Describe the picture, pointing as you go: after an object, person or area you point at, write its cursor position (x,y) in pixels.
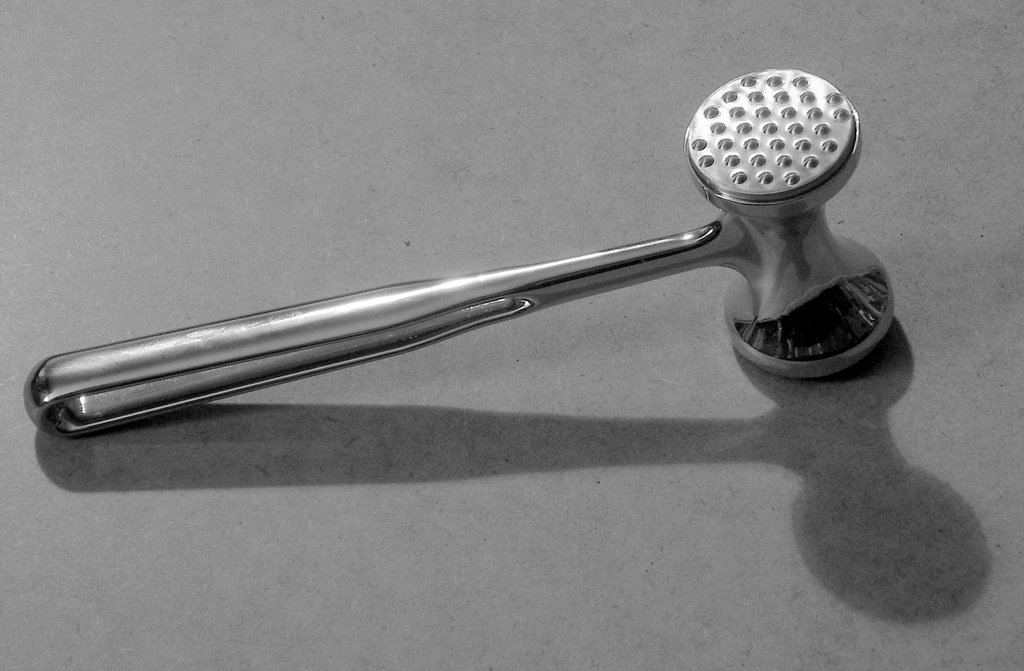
In this image we can see a mallet (727,240) placed on the surface (604,409).
